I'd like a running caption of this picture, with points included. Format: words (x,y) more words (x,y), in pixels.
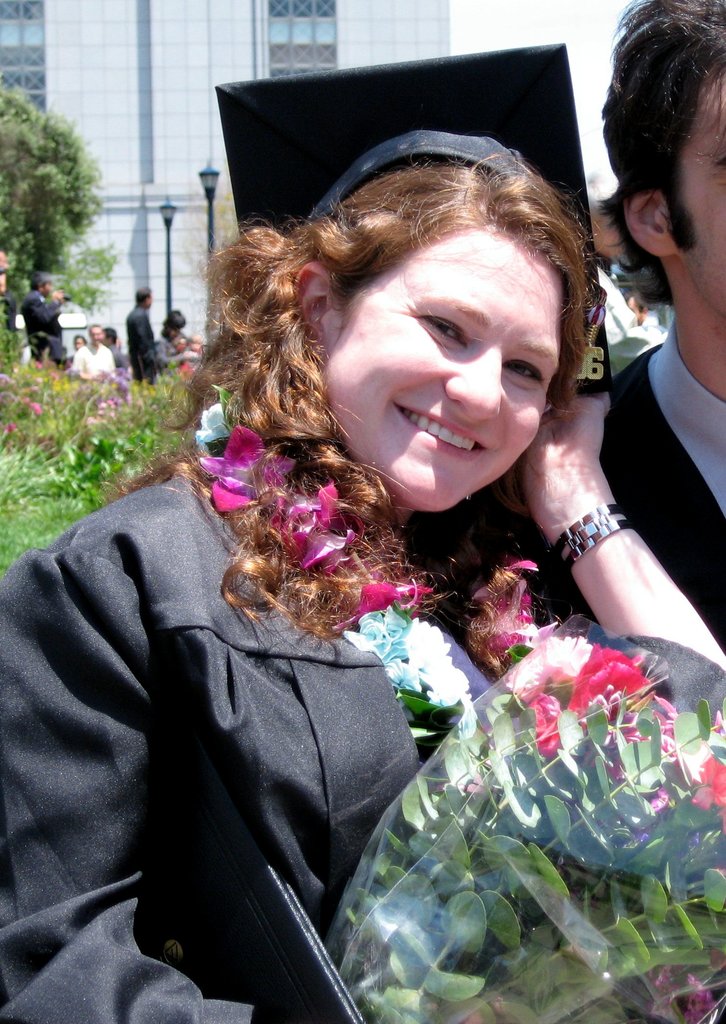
In this image in the foreground (260,517) there is one woman (401,728) who is holding a flower bouquet (540,710) and smiling and she is wearing a hat (412,81), beside her there is one man (667,375) and in the background (98,334) there are a group of people (133,324), trees (11,199), plants (20,418) and building (375,28).
